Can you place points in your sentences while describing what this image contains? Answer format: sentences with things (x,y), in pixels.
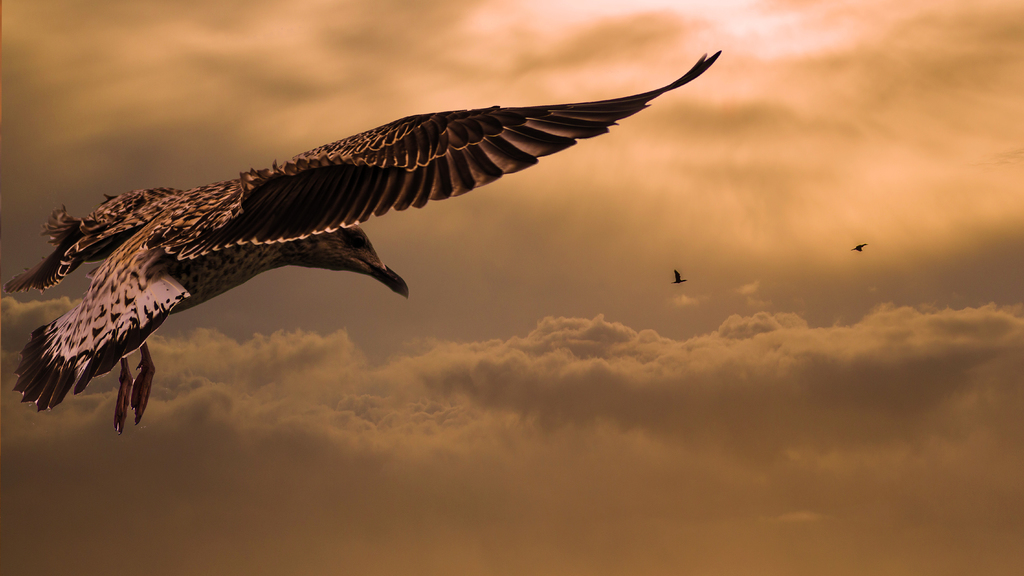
In this picture there are birds (113,341) flying. At the top (751,155) there is sky (687,164) and there are clouds (688,366).
